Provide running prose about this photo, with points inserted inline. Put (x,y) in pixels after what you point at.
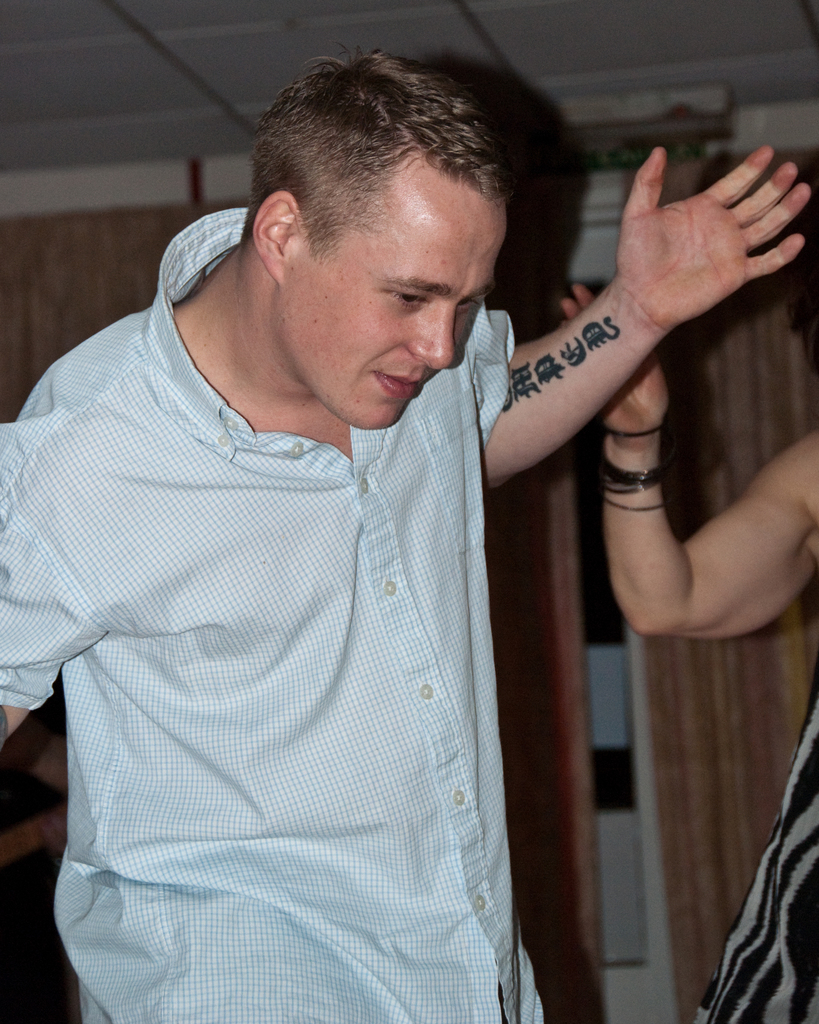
There is a man (187,648) wearing a shirt (196,716). He is having a tattoo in the hands (544,354). In the background (41,310) there are curtains (803,711). Also there is another person (699,614).
